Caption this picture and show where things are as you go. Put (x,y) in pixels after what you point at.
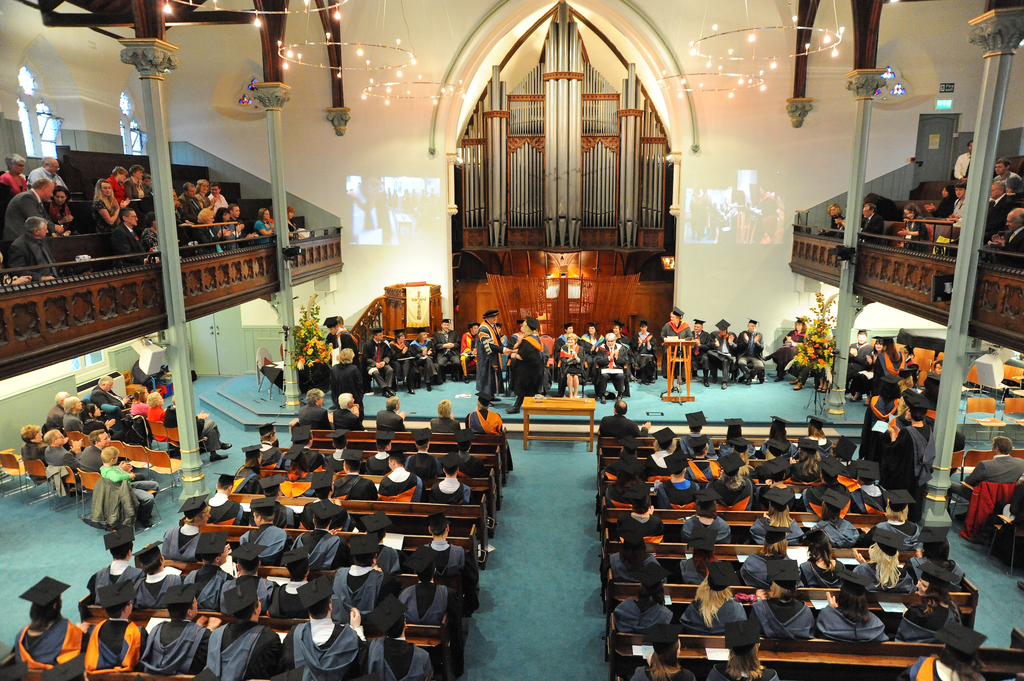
In the foreground (541,585) I can see a crowd (819,555) is sitting on the benches (733,548), table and a group of people (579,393) are standing on the floor (652,408). In the background (895,320) I can see a wall (895,326), houseplants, pillars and chandeliers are hanged. This image is taken in an auditorium hall (951,298).
